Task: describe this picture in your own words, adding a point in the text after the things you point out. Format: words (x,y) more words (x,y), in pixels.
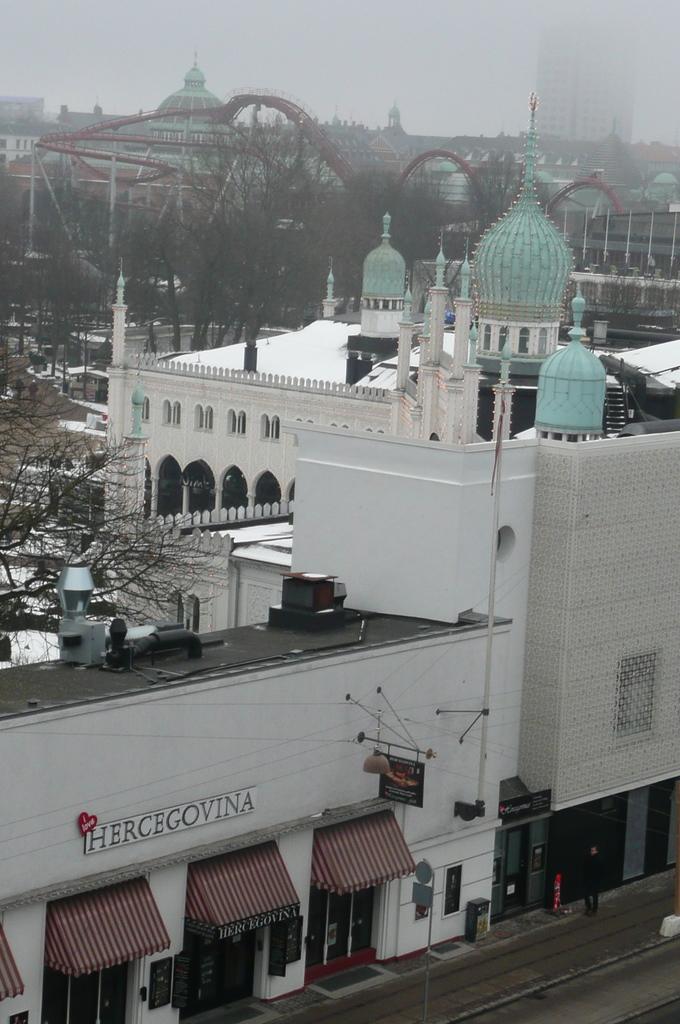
This picture is clicked in the city (465,865). Here, we see many buildings (389,552) and a domed building (507,320) and we even see the roller coaster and there are many trees (275,312) in the background (108,237). At the top of the picture (74,7), we see the sky (213,4) and at the bottom of the picture (592,916), we see the man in black clothes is standing on the sidewalk (596,959).
